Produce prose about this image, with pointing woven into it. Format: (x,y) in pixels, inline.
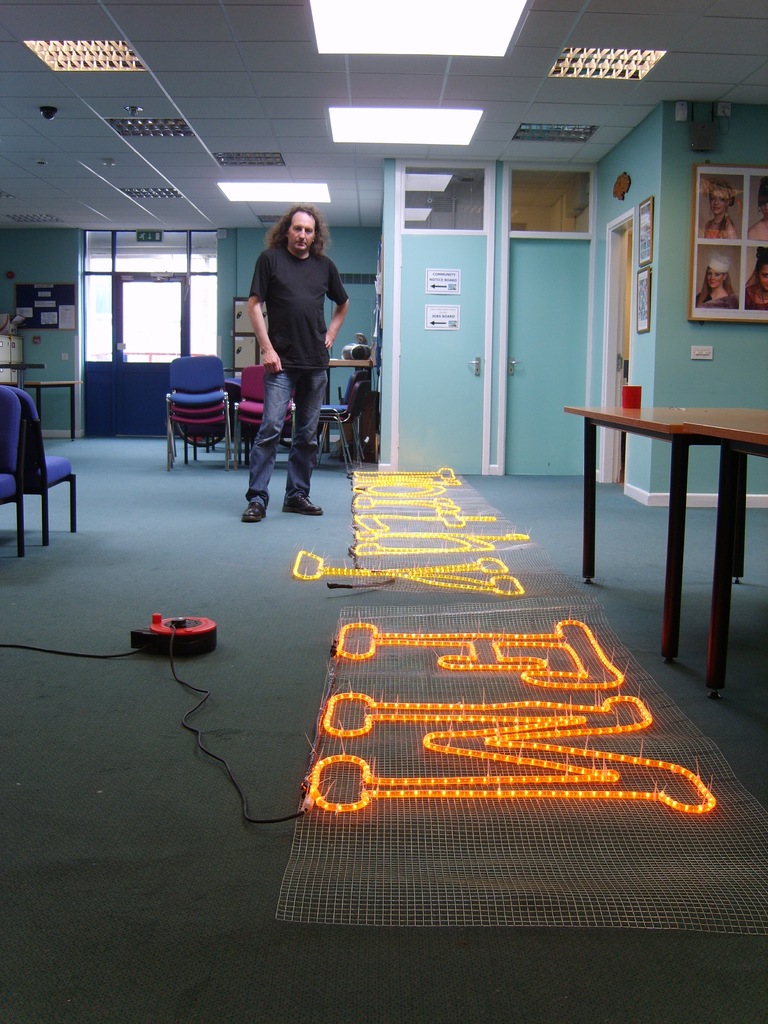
In this image there is a man (312,289) in the center (298,504). He is wearing a black t shirt (284,336) and blue jeans (315,378). On the ground (293,858) there are some lights (355,478) which are arranged in alphabets (343,653). In the right corner (734,215) there are photo frames (765,204) and tables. To the left corner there are two chairs (47,542). In the background (62,362) there are chairs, board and a wall (335,261). In the top (291,46) there is a ceiling (343,160) with lights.
